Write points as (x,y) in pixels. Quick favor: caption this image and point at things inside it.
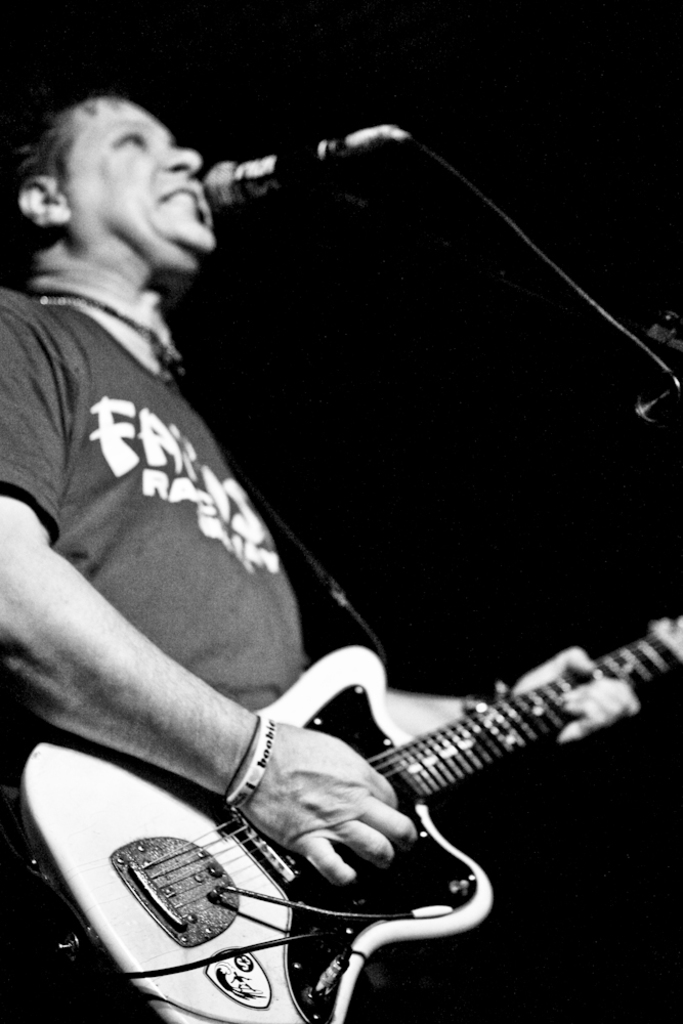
In this picture there is a person (103,551) who is standing at the left side of the image (156,139), by holding the guitar (299,687) in his hands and there is a mic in front of him it seems to be he is singing.
